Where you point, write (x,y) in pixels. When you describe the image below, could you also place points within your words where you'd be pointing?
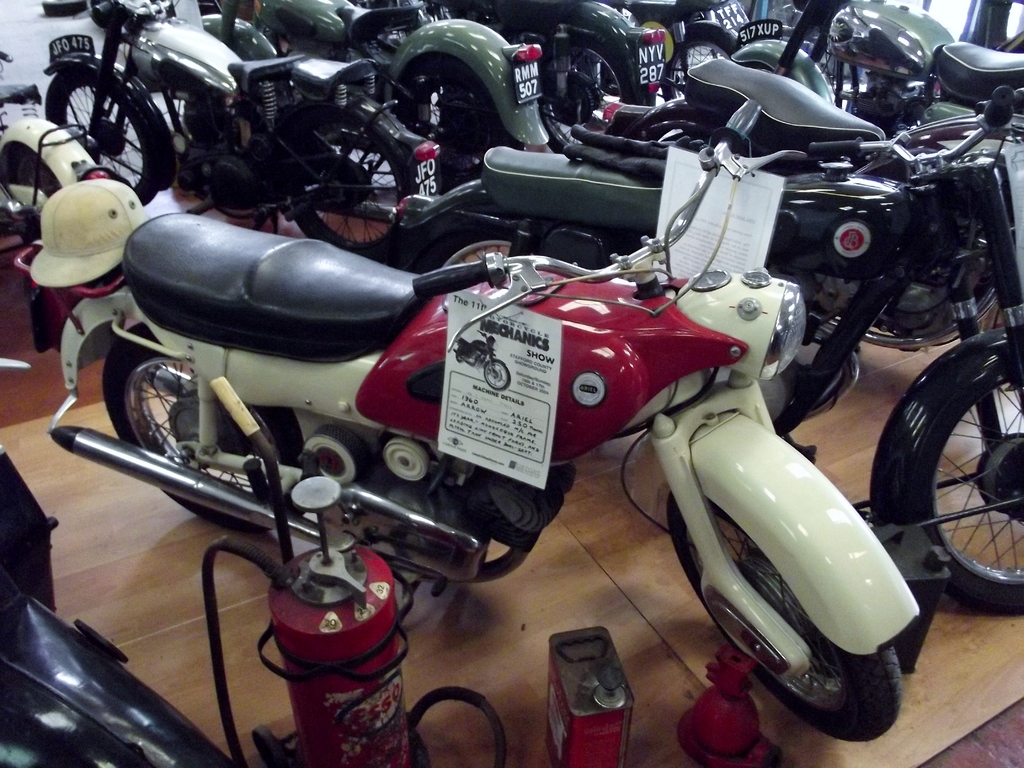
In this image we can see motorcycles (793,295). At the bottom (353,741) there is a cylinder (370,708) and a tin (578,724).
